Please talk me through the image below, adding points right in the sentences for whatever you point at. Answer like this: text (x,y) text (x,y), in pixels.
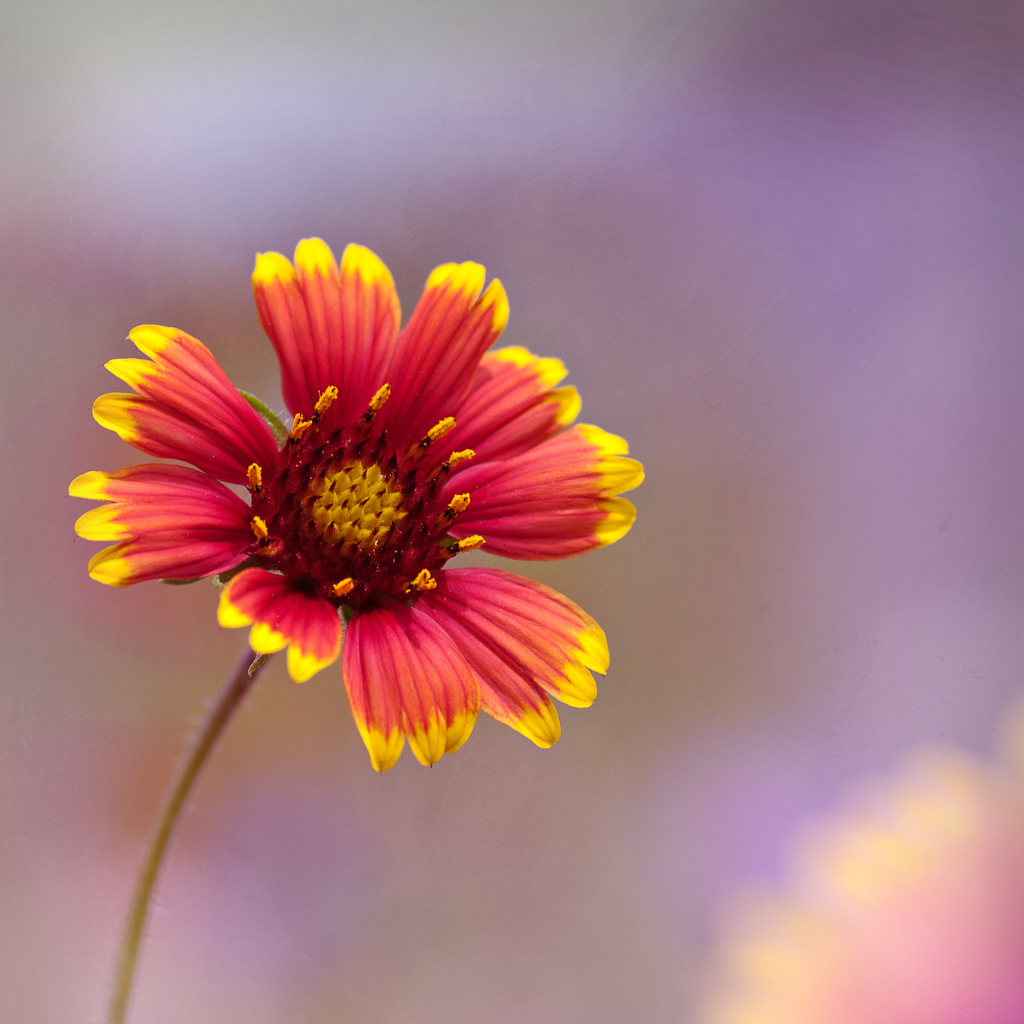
In this image there is a flower (268,643) to a stem (159,842). It has red petals (510,525). The ends (110,507) of the petals (365,721) are yellow in color. In the center (355,504) there are pollen grains (325,506). The background (811,496) is blurry.
